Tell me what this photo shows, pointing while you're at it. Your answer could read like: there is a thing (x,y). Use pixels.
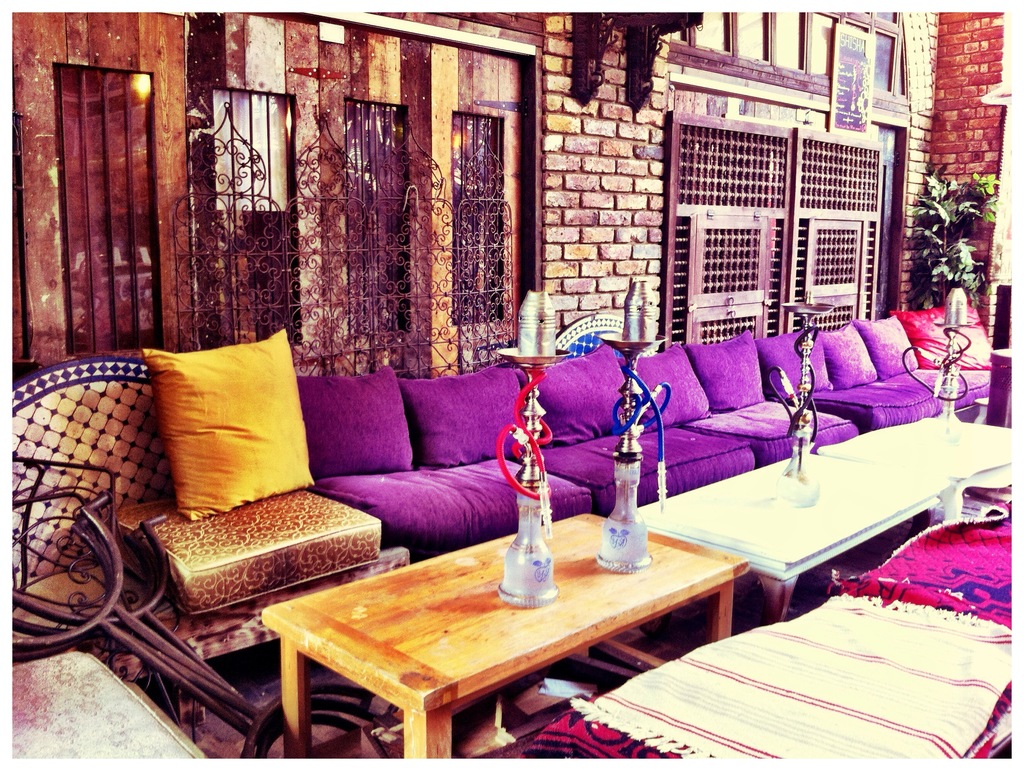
In the image we can see there is a sofa (383,479) and in front of it there is a table (848,478) on which there is a hookah pots (523,582) and behind the sofa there is a wall (617,189) which is of bricks (602,198) and beside it there are doors (801,232).
